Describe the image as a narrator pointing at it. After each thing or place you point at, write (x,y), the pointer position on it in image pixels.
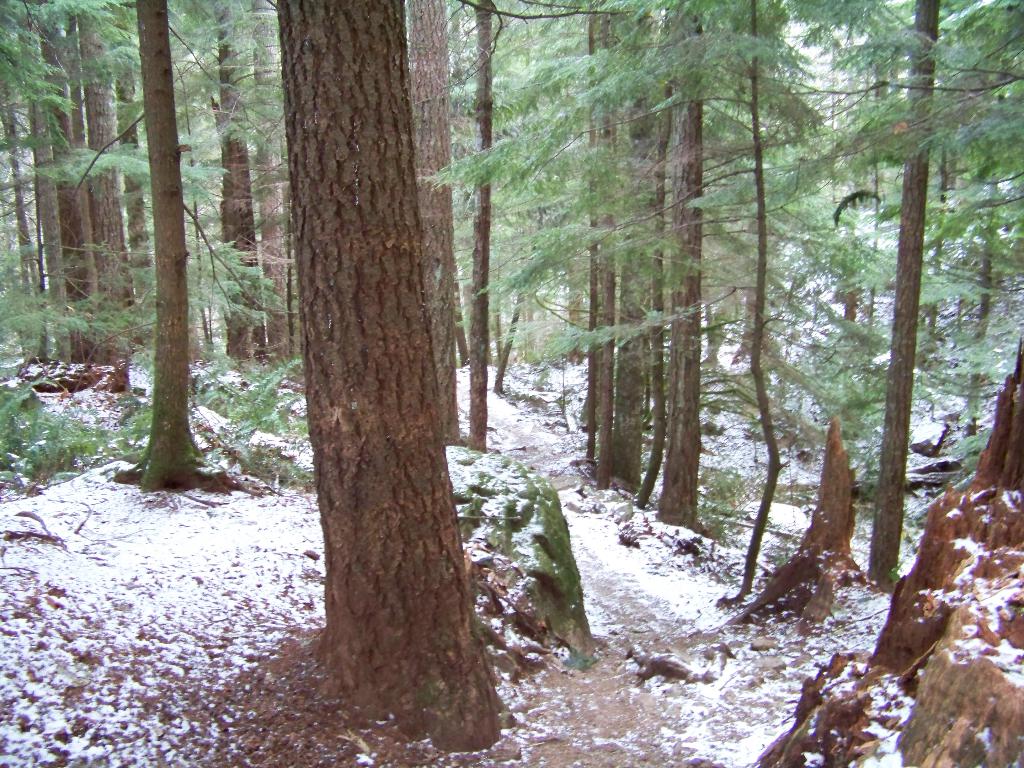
In this picture we can see snow (718,415) and trees (414,381).
